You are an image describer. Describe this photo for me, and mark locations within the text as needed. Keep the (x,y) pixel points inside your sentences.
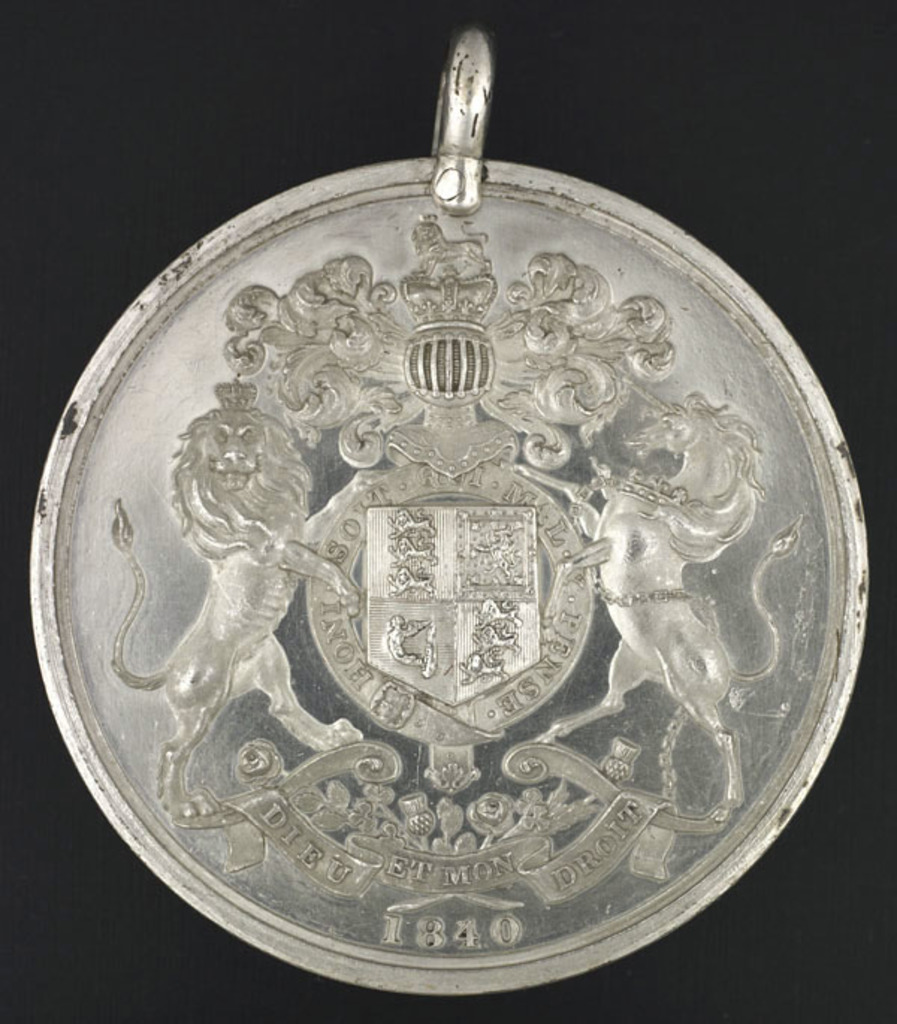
In this picture, we can see a coin (430,382). On the coin (446,450) there are lions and a crown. In the background (830,84), there is a black color.
